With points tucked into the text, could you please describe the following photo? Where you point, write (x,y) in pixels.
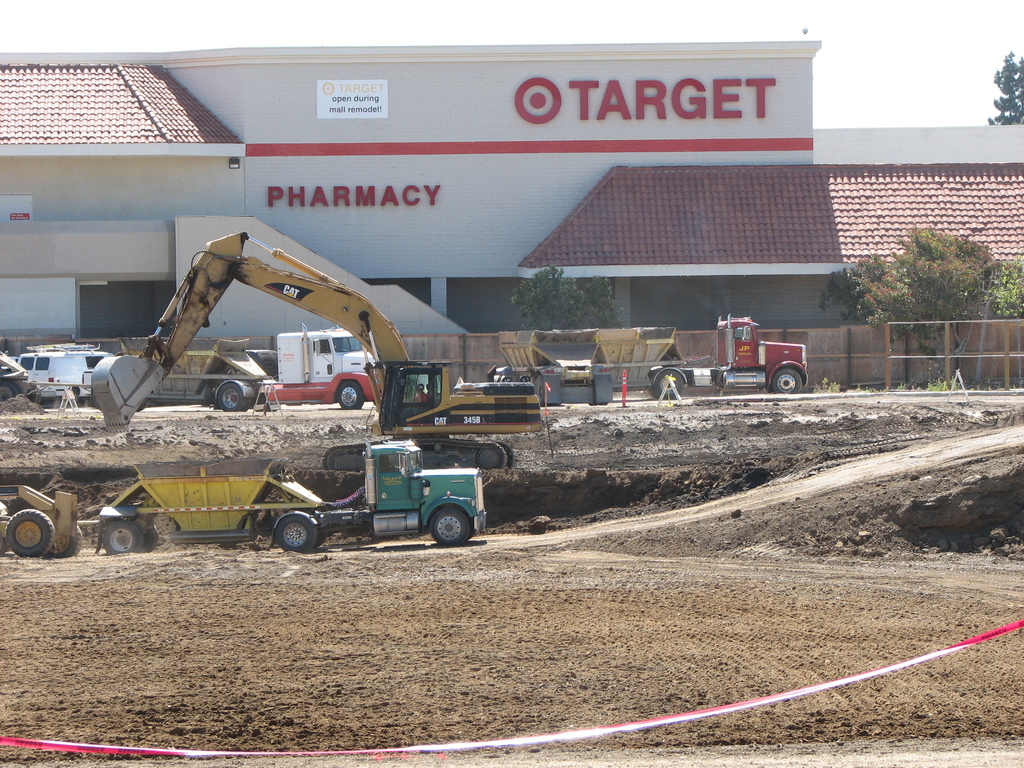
In this image, we can see vehicles (638,365) on the ground (540,494) and in the background (949,269), there are traffic cones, a ribbon (815,686) and we can see a building (612,239), trees (925,267) and there is a fence (805,340).
